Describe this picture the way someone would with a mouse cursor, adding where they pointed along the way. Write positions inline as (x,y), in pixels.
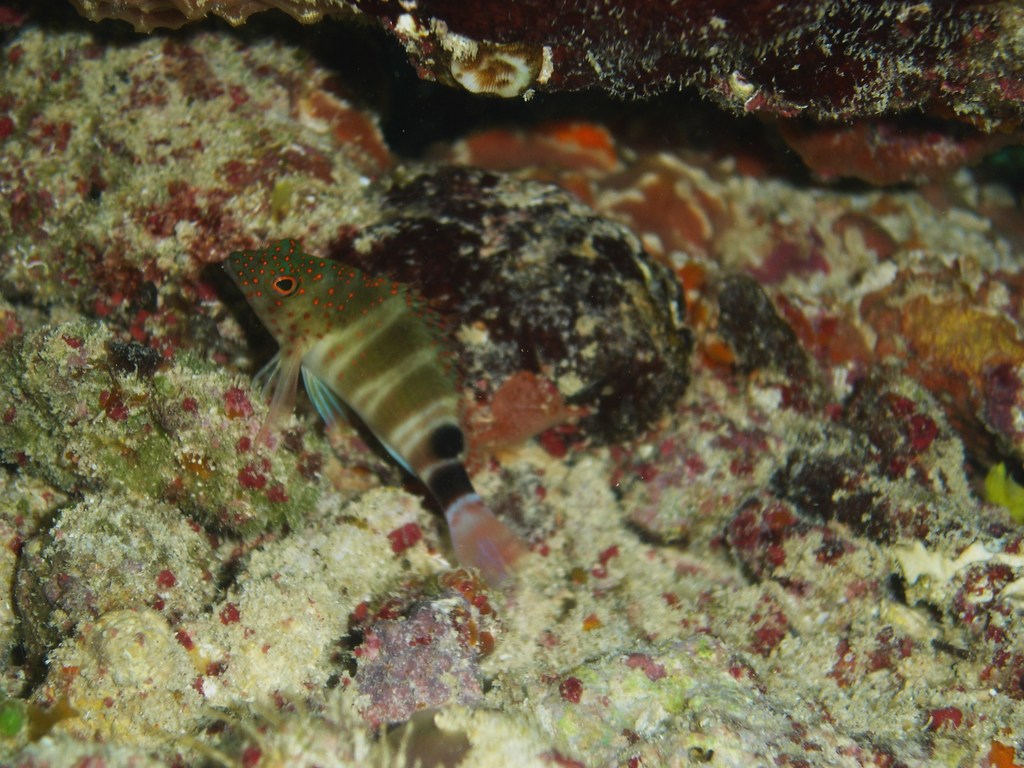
This seems like a water body (444,320) and here we can see a fish (390,434) and there are rocks (643,441).
